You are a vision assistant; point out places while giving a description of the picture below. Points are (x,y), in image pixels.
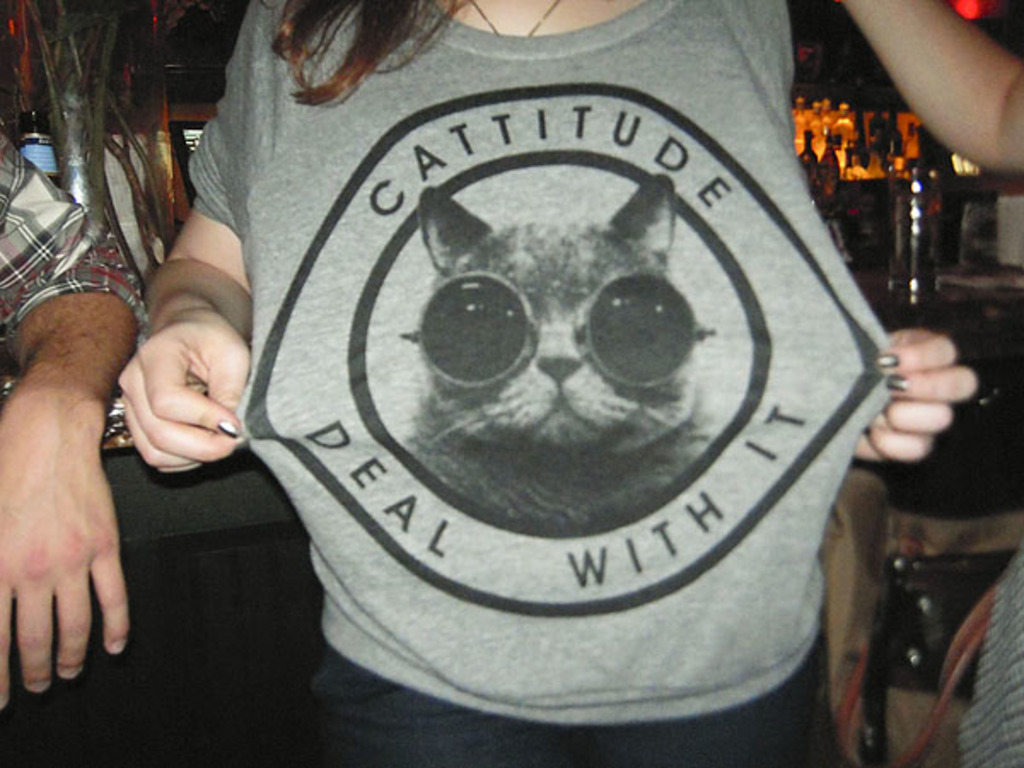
In the center of the image (418,330) we can see a lady (376,397) is standing and wearing a T-shirt (755,358). On the T-shirt (694,392) we can see the text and cat image (555,412). In the background of the image (1021,334) we can see the lights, bottles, chairs (927,654), table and some people (65,607) are standing.
